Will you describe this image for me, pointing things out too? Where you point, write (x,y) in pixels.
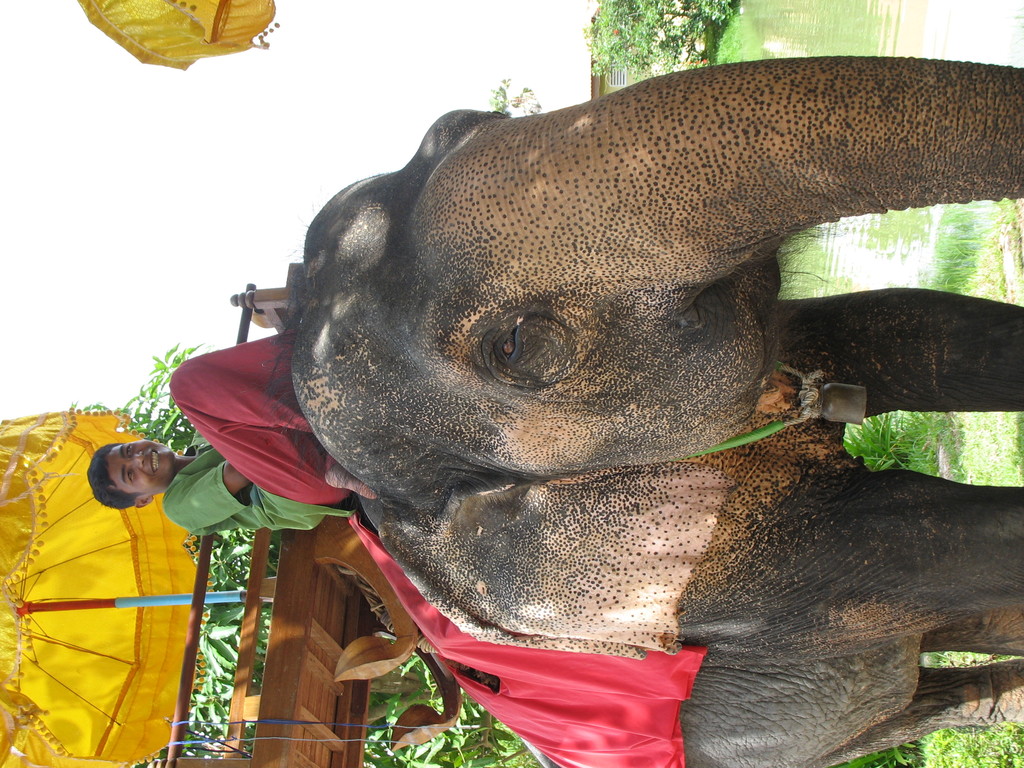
In this picture there is a man (106,468) who is wearing green t-shirt (288,505) and he is sitting on the elephant's back (542,664). Here we can see a bell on the elephant neck (751,448). On the bottom left corner (233,710) there is an umbrella (90,588) on the wooden seat (286,667). On the top right (787,3) we can see water (836,22) near to the trees (718,2). On the left (124,154) we can see sky (88,237) and clouds (43,251). On the bottom (494,742) we can see trees (488,745) and grass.
